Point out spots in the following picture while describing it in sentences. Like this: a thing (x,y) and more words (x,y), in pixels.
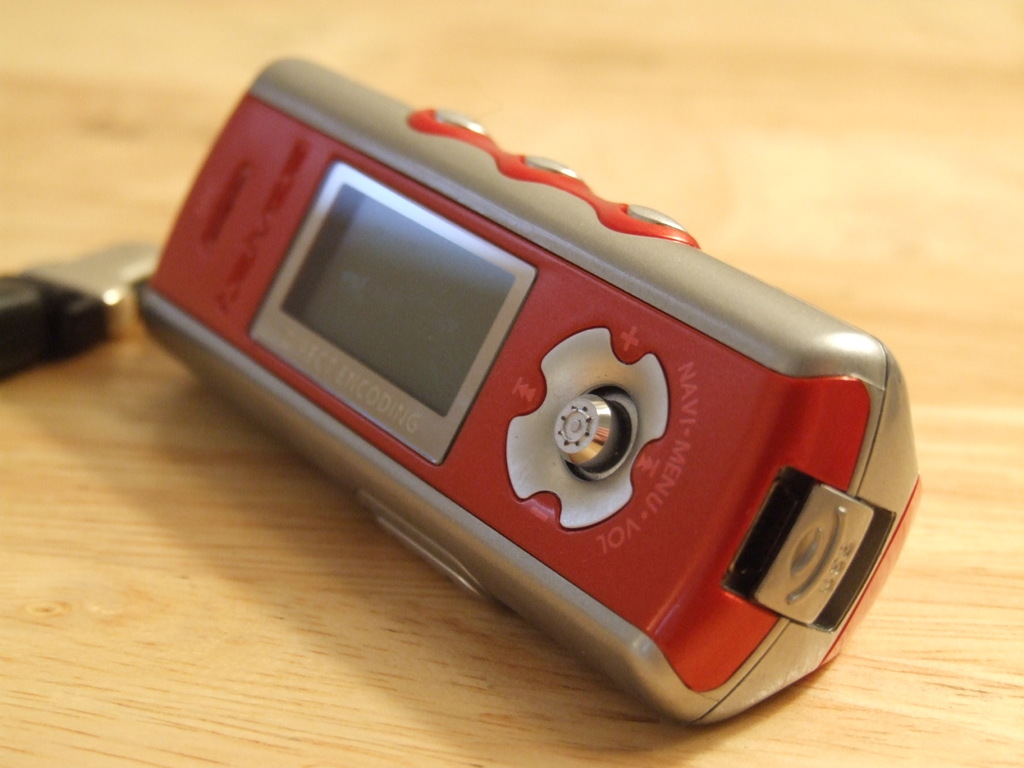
In this picture we can see a device (309,131) and this device (227,304) is on a table (1018,440).
